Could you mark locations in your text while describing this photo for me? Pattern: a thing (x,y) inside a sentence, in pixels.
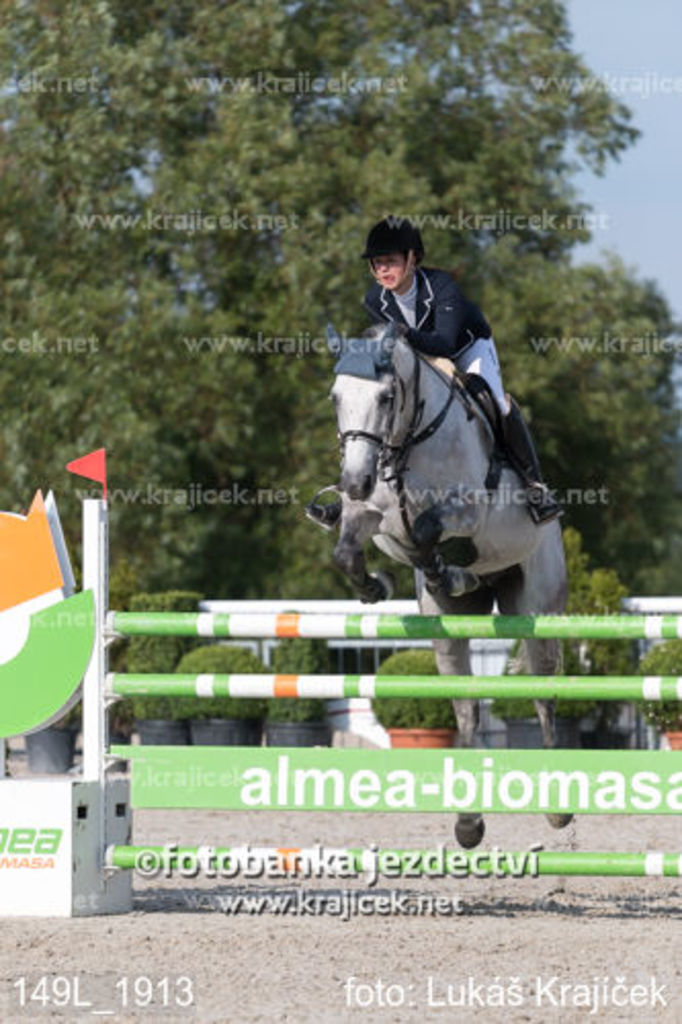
In this image, we can see a person (442,352) sitting on the horse (433,450) and wearing gloves (424,338), a helmet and a coat (434,332). In the background (174,704), there are trees (555,374) and we can see plants (141,661), boards (84,645), railings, a flag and there is some text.
